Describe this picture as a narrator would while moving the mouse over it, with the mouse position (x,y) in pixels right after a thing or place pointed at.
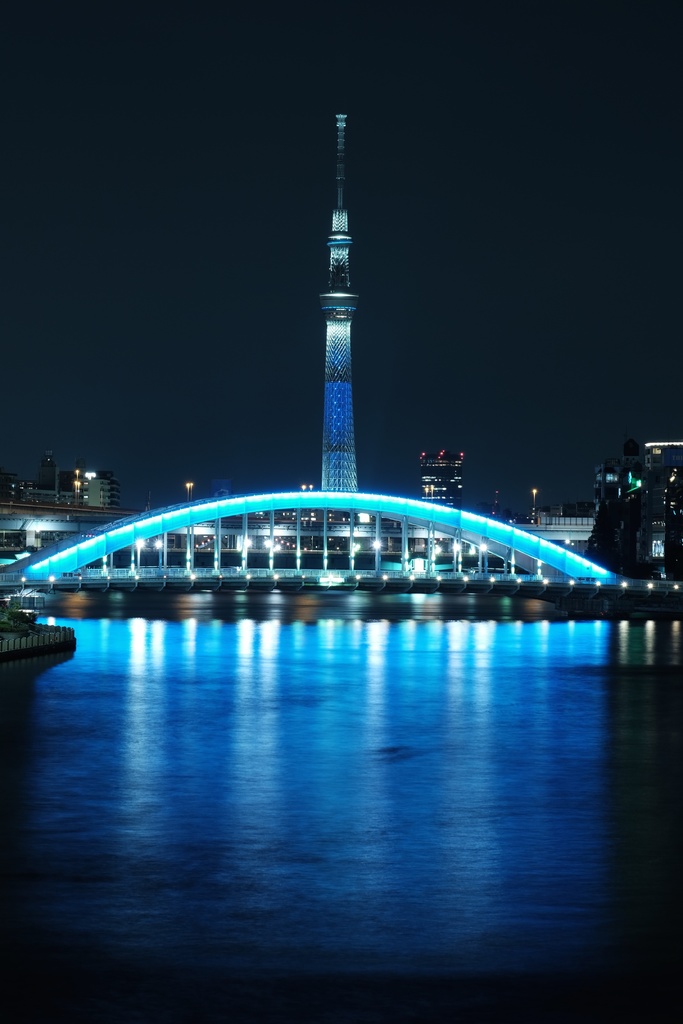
This picture is clicked outside. In the foreground (395,788) we can see the ground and a water body (250,605). In the center (432,515) we can see the bridge (66,554) and a tower (351,428) and we can see the lights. In the background (270,239) we can see the sky (156,246) and the skyscrapers (56,501), and we can see some other items (33,639).
